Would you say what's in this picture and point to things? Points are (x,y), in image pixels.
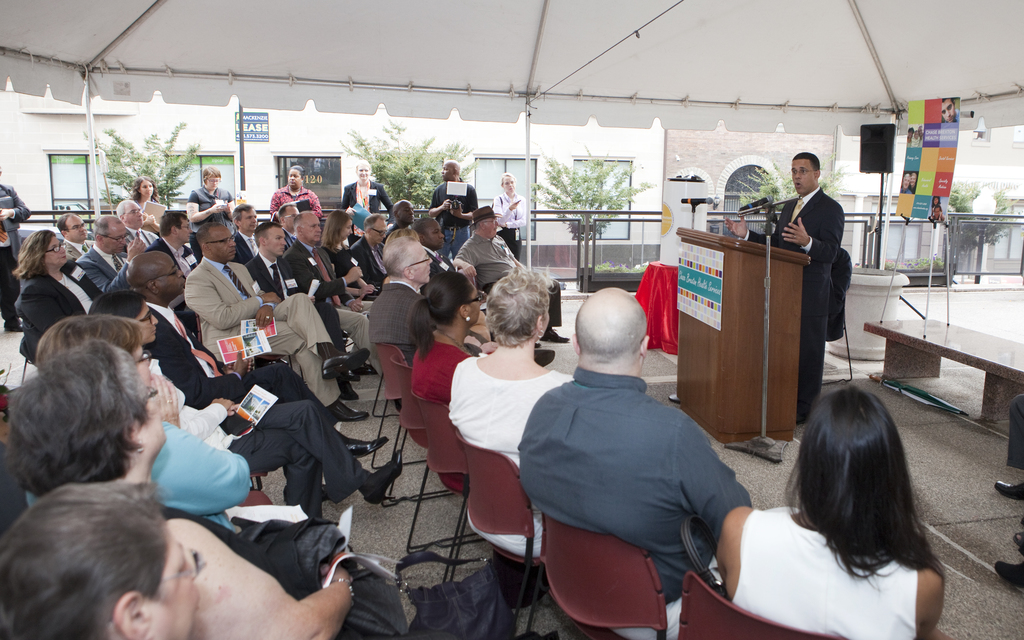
there are many people (308,305) sitting in the chair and listening to the people (825,205) standing in front of the podium (798,255) and talking in the microphone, there are plants (169,188) near to them and building (1018,207).
